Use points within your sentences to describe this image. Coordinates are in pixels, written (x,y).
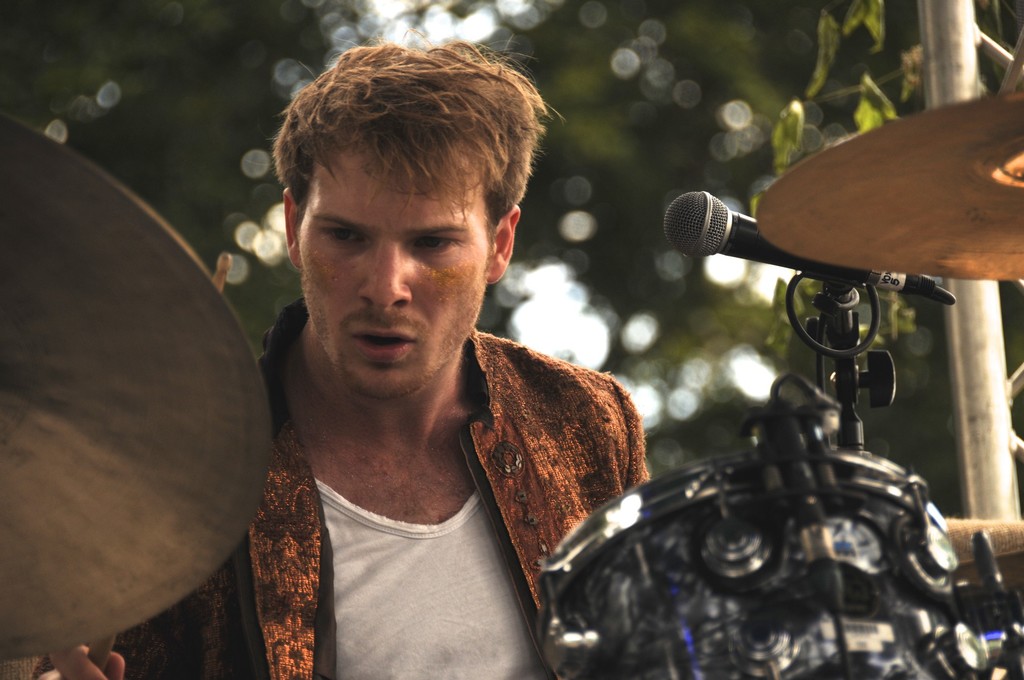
Here I can see a man (479,399) wearing a jacket (536,460). It seems like this person (414,260) is playing the drums (181,547). There is a stick (101,651) in his right hand (91,659). In the background (717,84) few leaves (618,93) are visible. On the right side (748,223) there is a mike stand (836,353).
